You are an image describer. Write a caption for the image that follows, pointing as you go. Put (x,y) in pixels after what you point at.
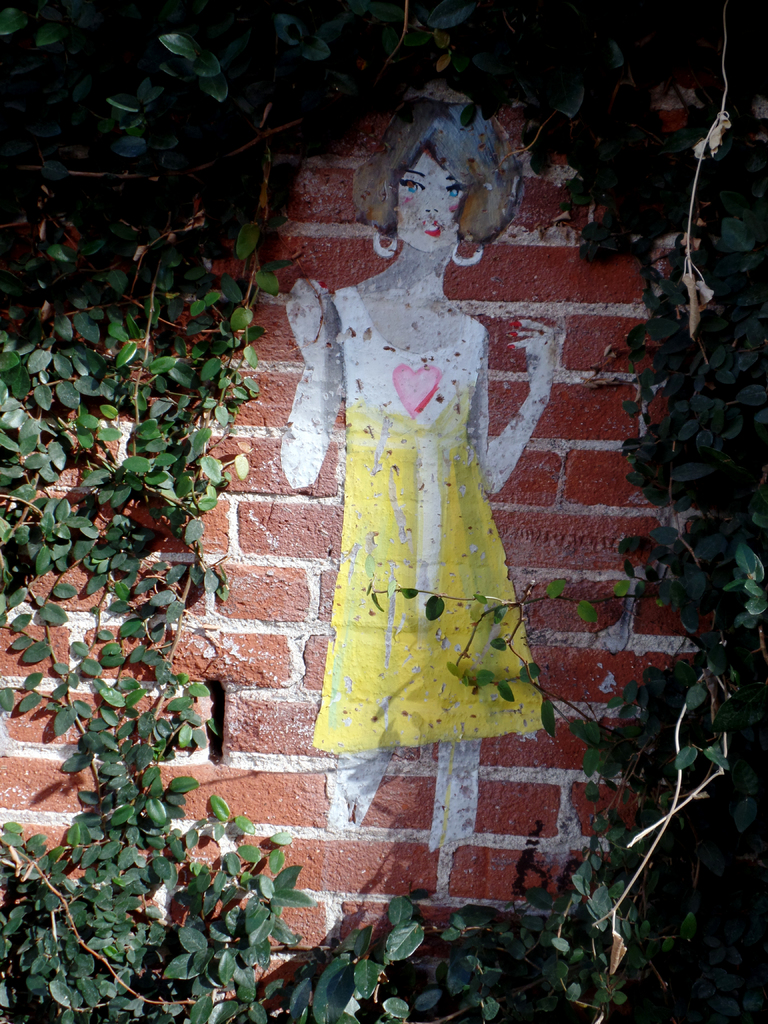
In this picture we can see a painting (395,234) on the wall (460,275), and we can find plants (215,93).
